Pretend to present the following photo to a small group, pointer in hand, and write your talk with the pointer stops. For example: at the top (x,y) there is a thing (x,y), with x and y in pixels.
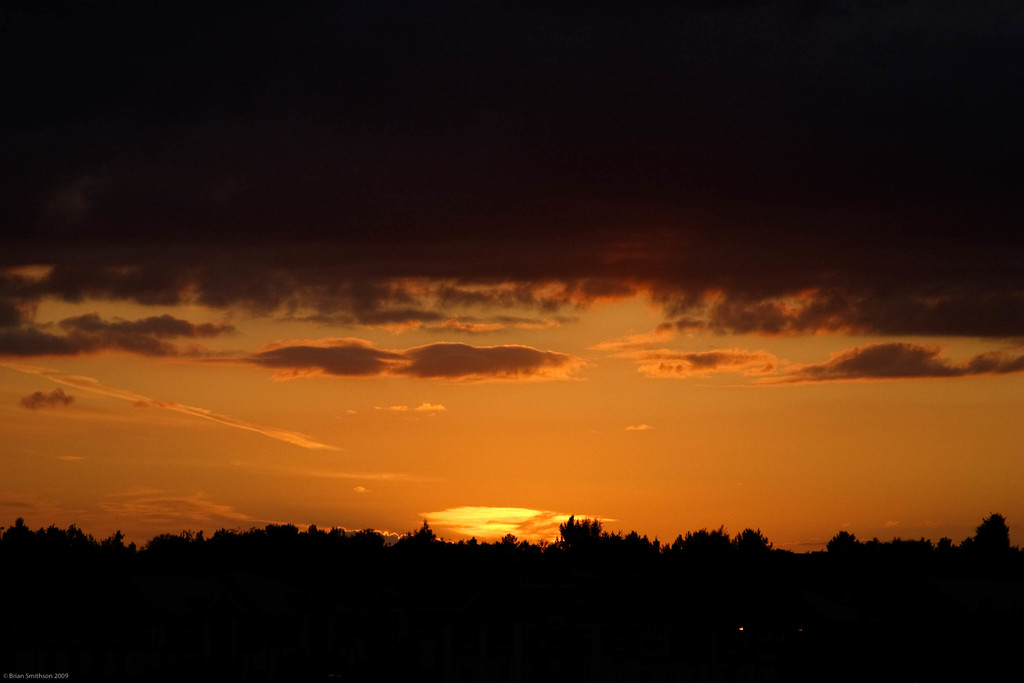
This image is taken outdoors. At the top of the image (340,187) there is the sky (592,386) with clouds (570,282) and sun (466,518). The sky (482,415) is black and orange in colour. At the bottom of the image (623,555) there are a few trees (558,551) and plants (34,538) on the ground (285,654).
